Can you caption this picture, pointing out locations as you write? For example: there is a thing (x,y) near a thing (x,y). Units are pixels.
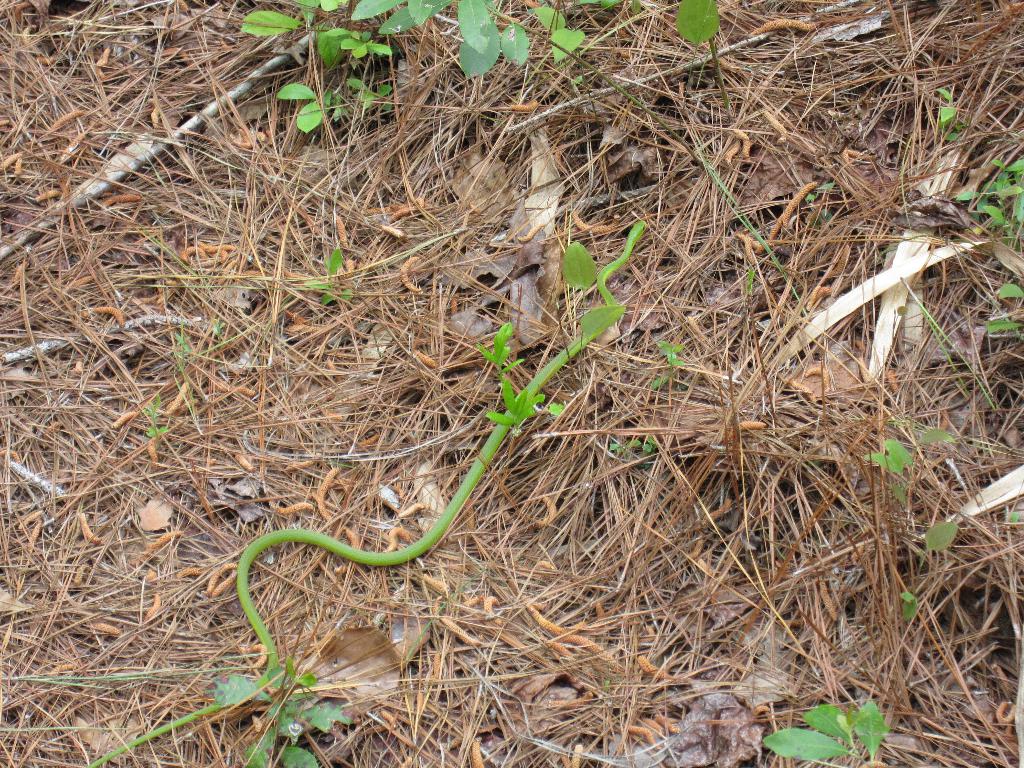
In this picture we can see a snake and plants (316,117).
